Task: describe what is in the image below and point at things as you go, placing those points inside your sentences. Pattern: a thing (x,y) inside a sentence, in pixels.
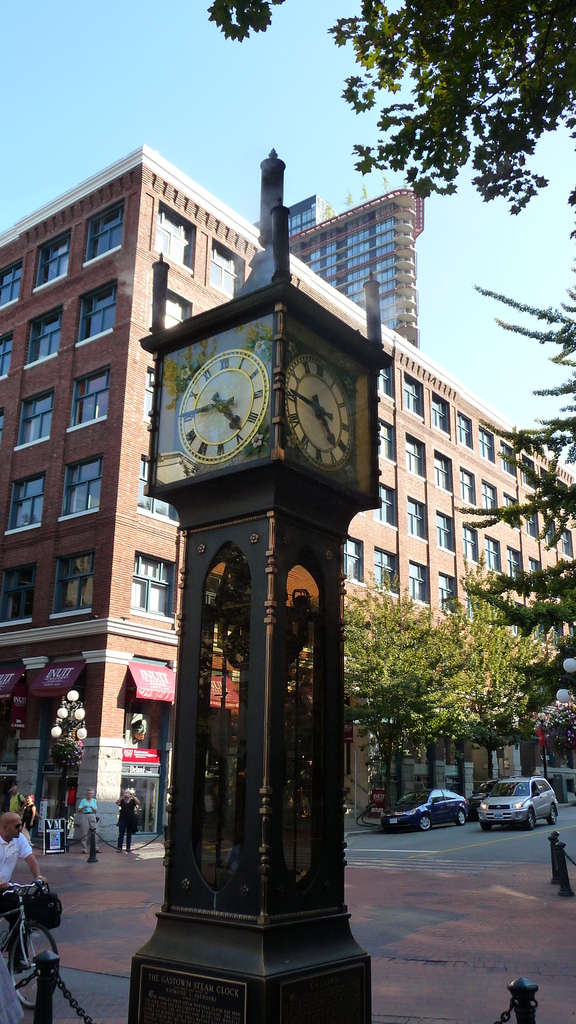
At the top (485,287) there is a sky (320,86). We can see a building (402,500). This is a clock tower (270,435). We can see trees (440,694) and vehicles (530,781) near to the building (464,775). We can also see people (92,809) standing. On the left side of the picture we can see a man (12,858) wearing a white t-shirt (9,868) and riding a bicycle (42,931).
